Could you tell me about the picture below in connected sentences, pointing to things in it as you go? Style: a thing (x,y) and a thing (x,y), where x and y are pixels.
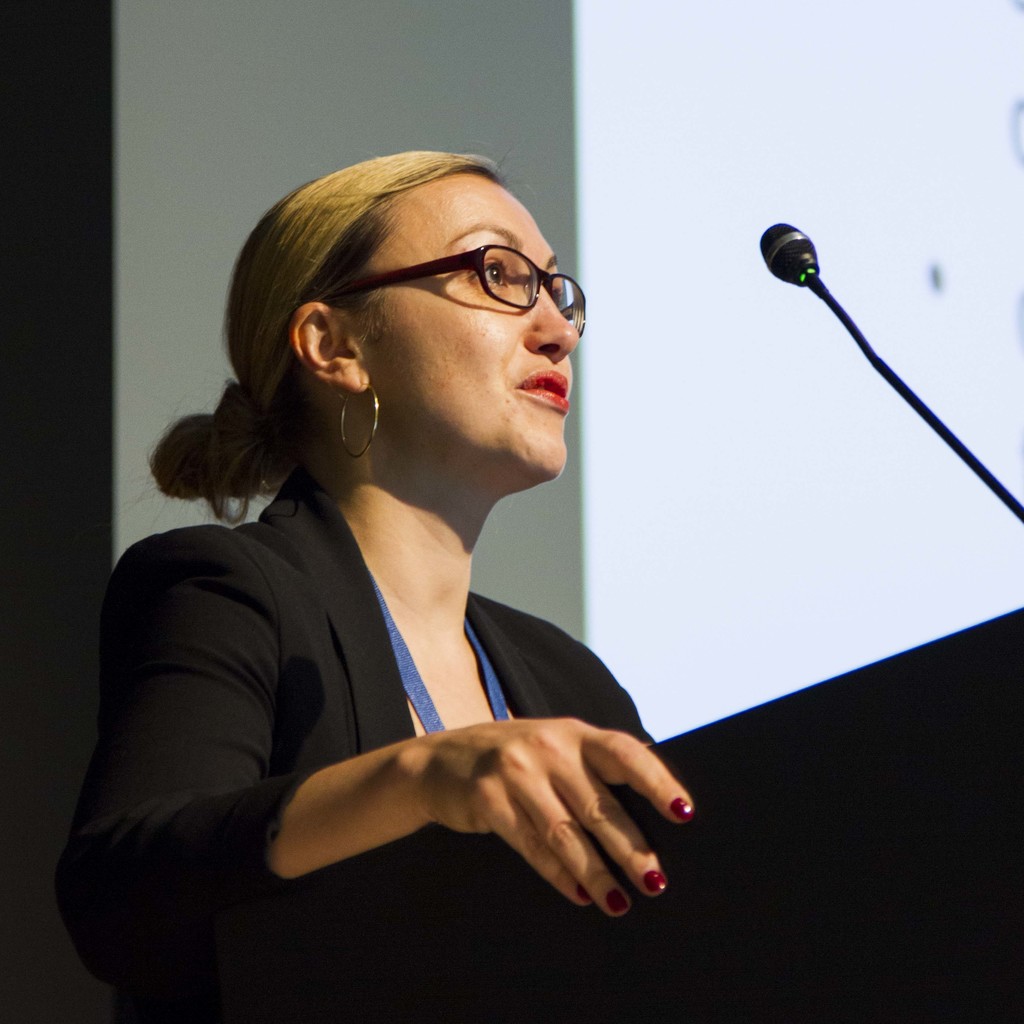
This image consists of a woman (463,579). She is wearing a black coat (161,711). There is a podium (942,702) in front of her. There is mic (808,243) on the right side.
